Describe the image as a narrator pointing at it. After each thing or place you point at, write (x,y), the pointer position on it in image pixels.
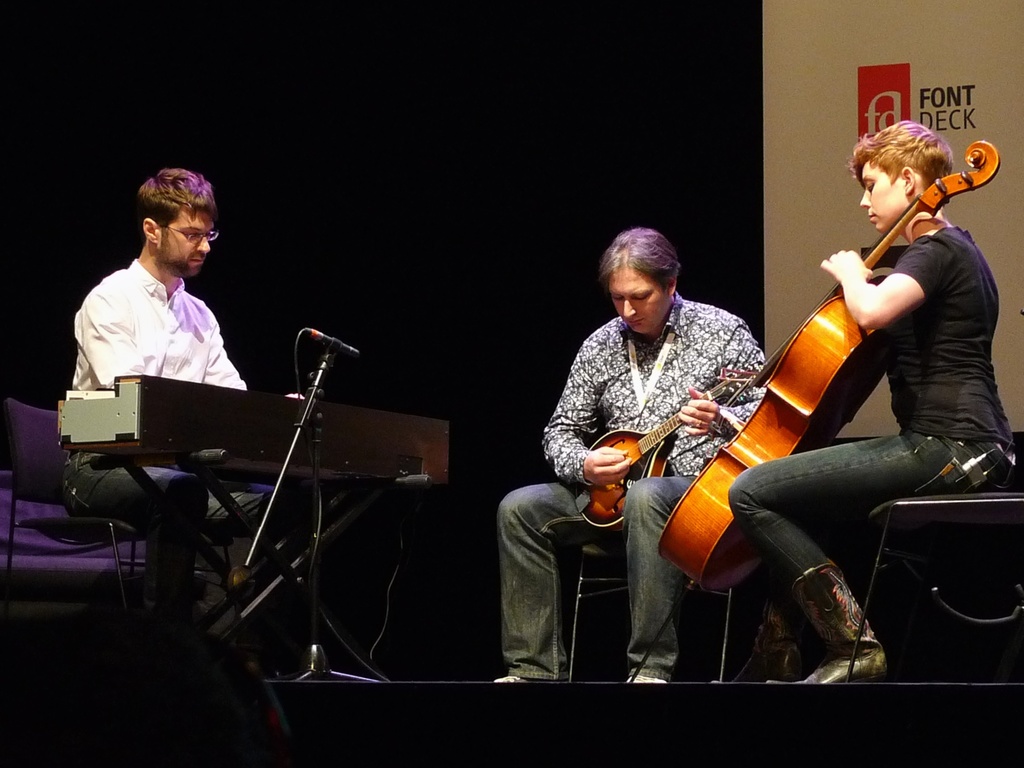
In this image, 3 peoples (506,578) are sat on the chair (927,504). They are playing a musical instrument (242,396) in-front of microphone (344,350). On right side (1001,217), we can see a banner (994,259). We can see a stage (423,683) here. The stands (319,606) and wires (317,546) are there.
